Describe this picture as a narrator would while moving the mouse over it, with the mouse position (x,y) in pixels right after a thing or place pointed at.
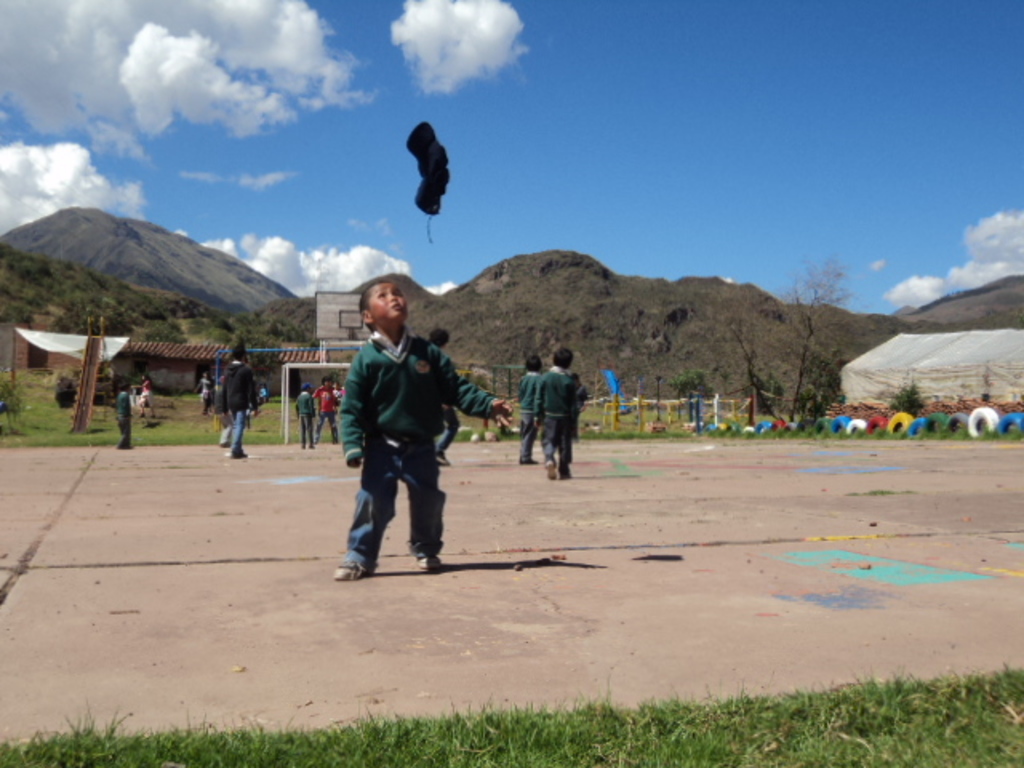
In this image there are a group of children (401,441) standing, and in the air (426,256) there is some object (441,179). At the bottom (282,559) there is walkway (202,633) and grass (735,720), and on the right side (901,356) there are some tents (1005,366) and tires (871,431) and fence (617,420) and some houses (23,357) are there in the background (311,337) and also some mountains (461,308). At the top (320,120) there is sky (393,115).
